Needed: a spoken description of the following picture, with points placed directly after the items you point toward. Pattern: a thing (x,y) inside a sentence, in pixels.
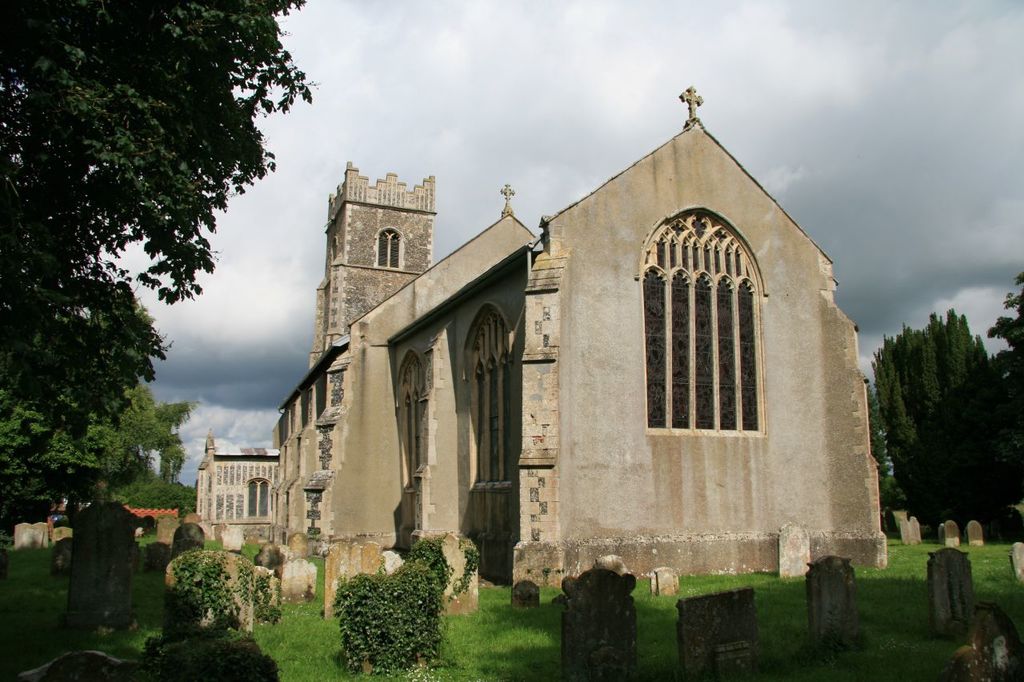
In this image we can see a building (425,481) with cross symbols (692,98) on the top (688,119) looks like a church (569,421) in the grave yard (915,564), there are few trees (155,332) on both sides and the sky (201,360) with clouds (273,297) in the background (840,199).
